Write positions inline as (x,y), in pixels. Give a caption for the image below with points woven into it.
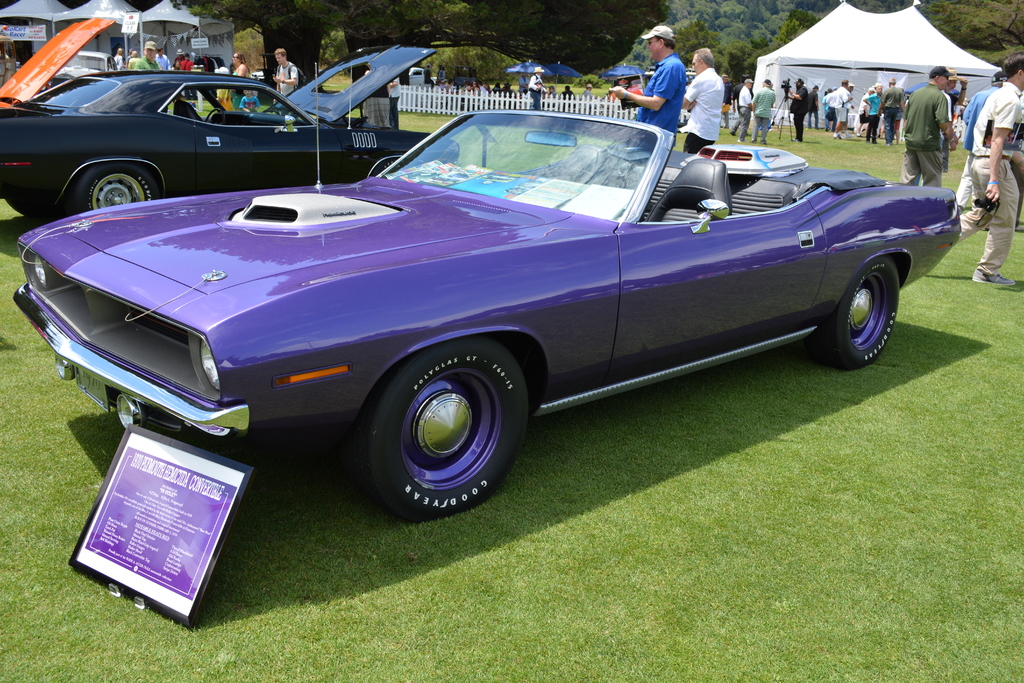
In the image in the center (412,274), we can see two cars (429,267) and banners (133,20). In the background (425,27), we can see trees (493,65), grass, tents (934,49), fences (423,86) and few people (937,133) are standing and holding some objects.
